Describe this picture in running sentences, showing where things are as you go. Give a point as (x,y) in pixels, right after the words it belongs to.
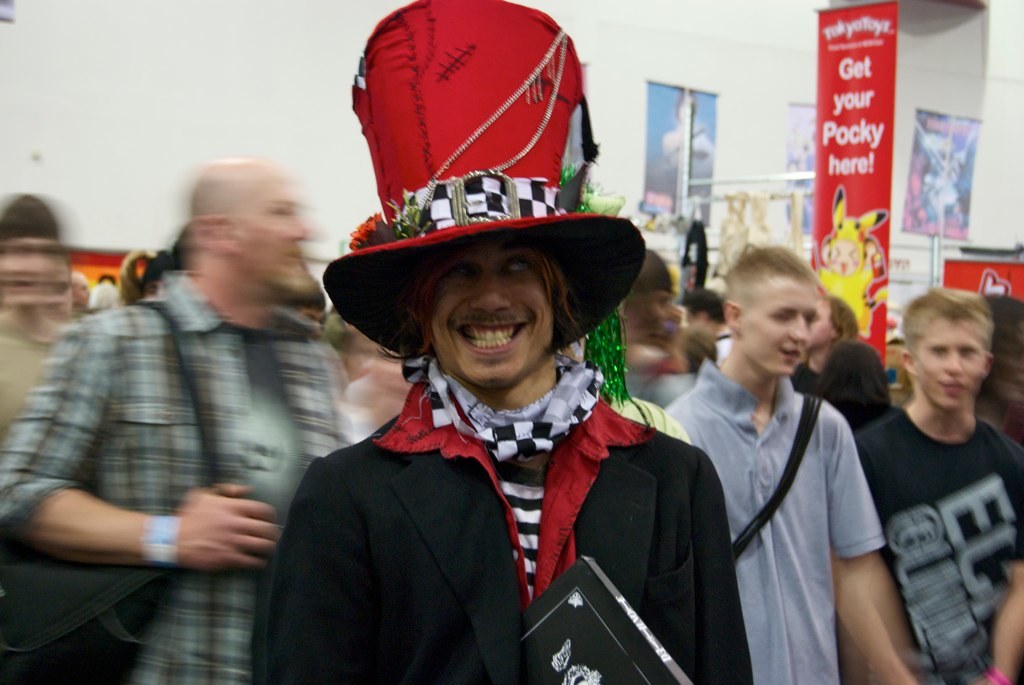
In the center of the image (571,279) we can see a man (608,421) is standing and wearing costume (396,545), hat (484,221) and holding a book (612,641). In the background of the image (124,517) we can see a group of people (122,535) are standing and some of them are carrying bags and also we can see the boards (819,225), clothes (772,225), rods (738,180). At the top of the image (156,74) we can see the wall (123,53).
